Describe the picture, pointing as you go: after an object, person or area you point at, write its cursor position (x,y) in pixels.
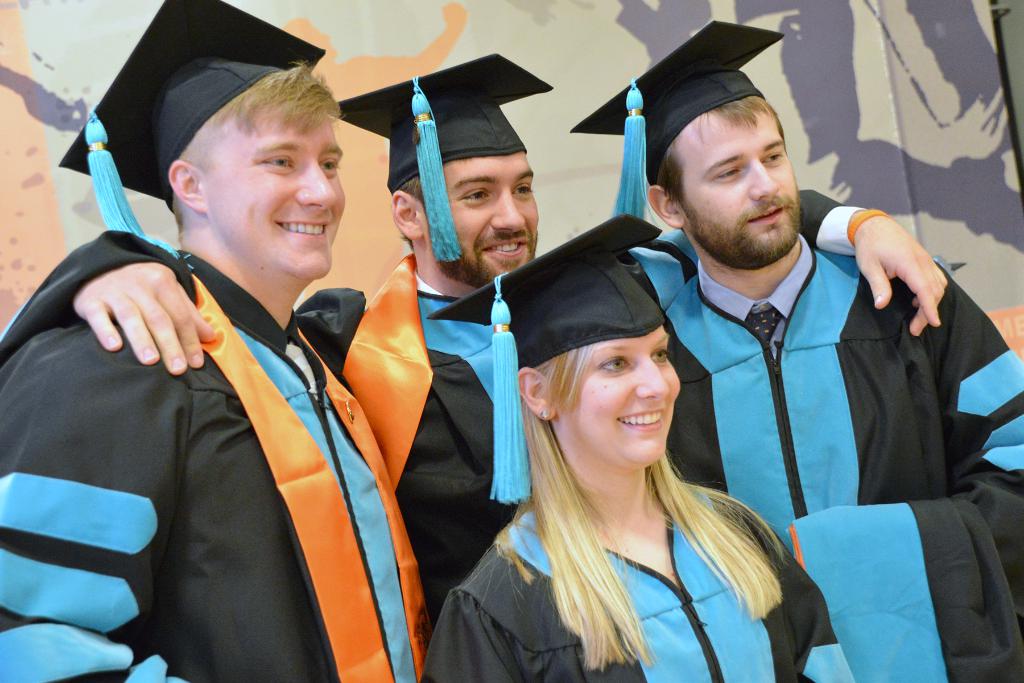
In this image, we can see persons (824,416) wearing clothes (298,520) and hats (450,123). In the background (59,121), we can see a wall (887,119).
